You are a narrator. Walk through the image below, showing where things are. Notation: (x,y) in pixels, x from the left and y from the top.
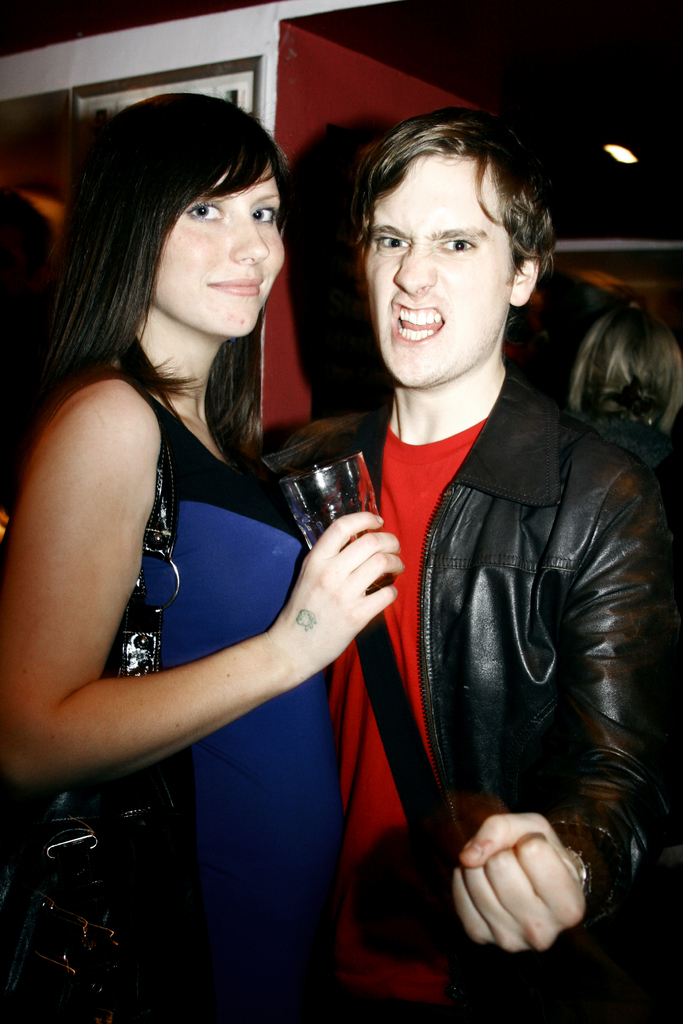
Background (679,202) portion of the picture is dark. We can see light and it looks like the wall (426,87). In this picture we can see a woman (253,390) carrying a handbag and she is holding a glass (386,582). She is smiling. On the right side of the picture (535,280) we can see a man (492,358) wearing a jacket (516,385) and he is giving a weird expression. We can see the head (641,414) of a person (649,447).
